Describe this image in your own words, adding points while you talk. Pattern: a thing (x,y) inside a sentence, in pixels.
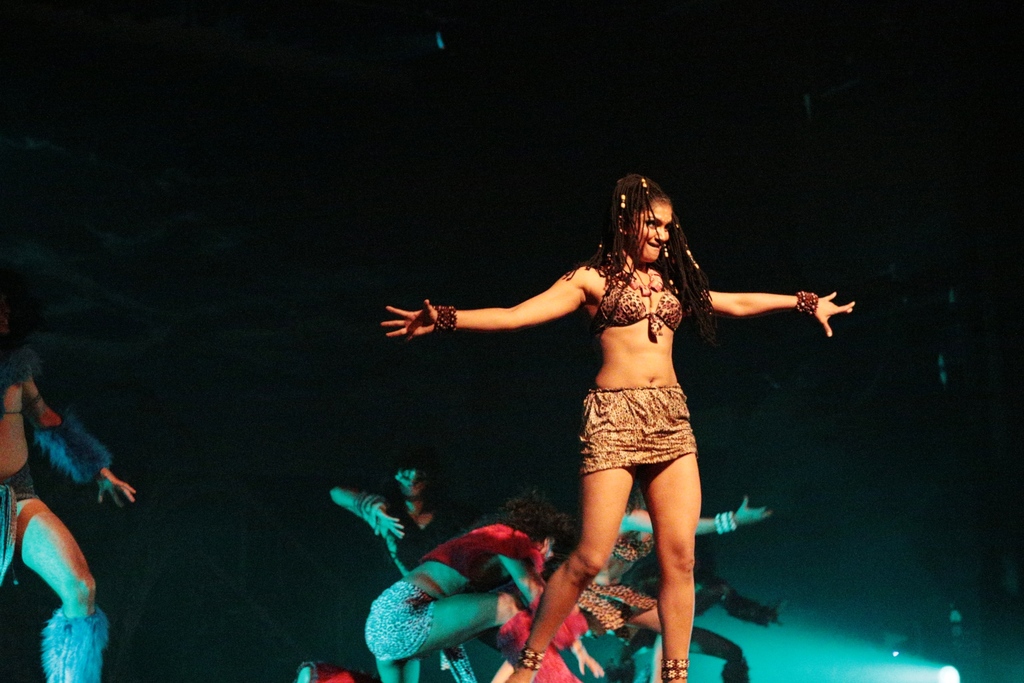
A beautiful woman (620,375) is dancing, she wore dress (682,418). Behind her few other people (483,625) are also dancing.
